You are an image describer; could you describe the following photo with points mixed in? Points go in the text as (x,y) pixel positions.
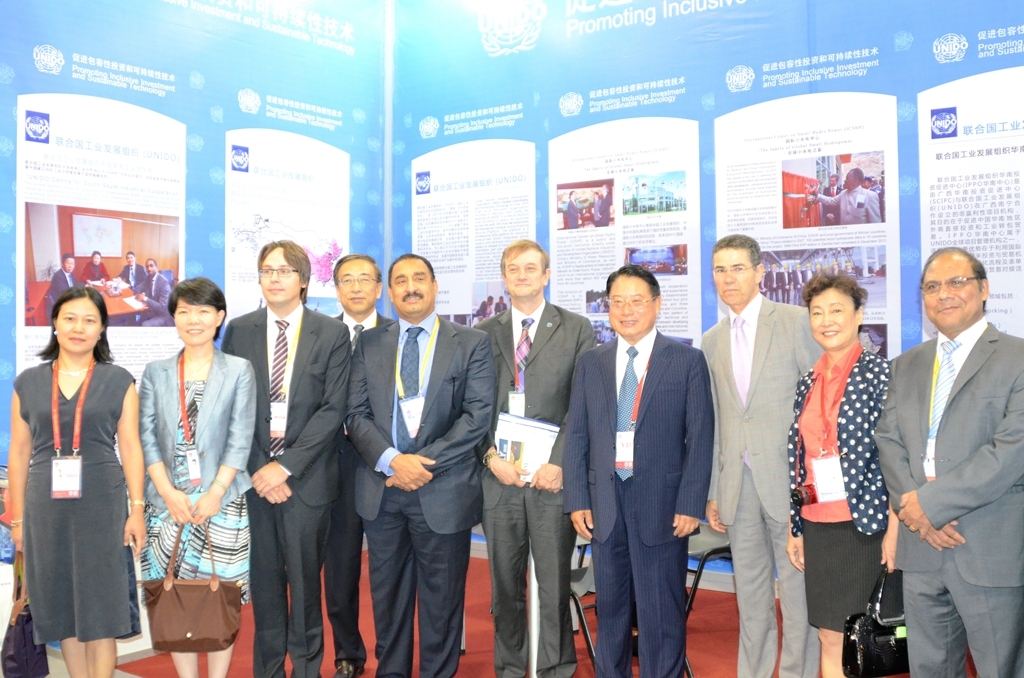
In this image I can see few people (547,373) standing and wearing different color dress (534,384). Two people (161,391) are holding bags (193,628). Back I can see a banner (587,128) and something is written on it.
